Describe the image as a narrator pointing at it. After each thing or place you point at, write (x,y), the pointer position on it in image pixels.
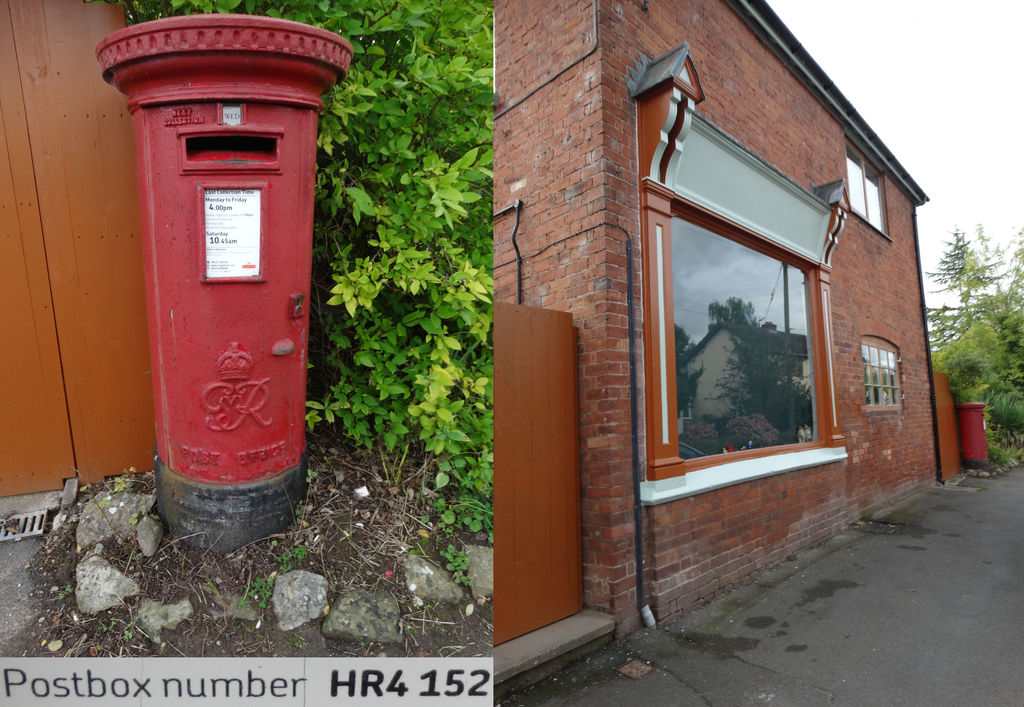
This image is a collage. On the left (154,380) we can see a post box (155,337) and also the plant (397,190) and stones (294,575) and also the text (376,685) with the number (367,672). On the right (683,219) we can see the house (729,297) with the gate (553,395) and we can also see the post box (972,411), trees (967,326) and also the road (844,631). Sky (965,139) is also visible.
